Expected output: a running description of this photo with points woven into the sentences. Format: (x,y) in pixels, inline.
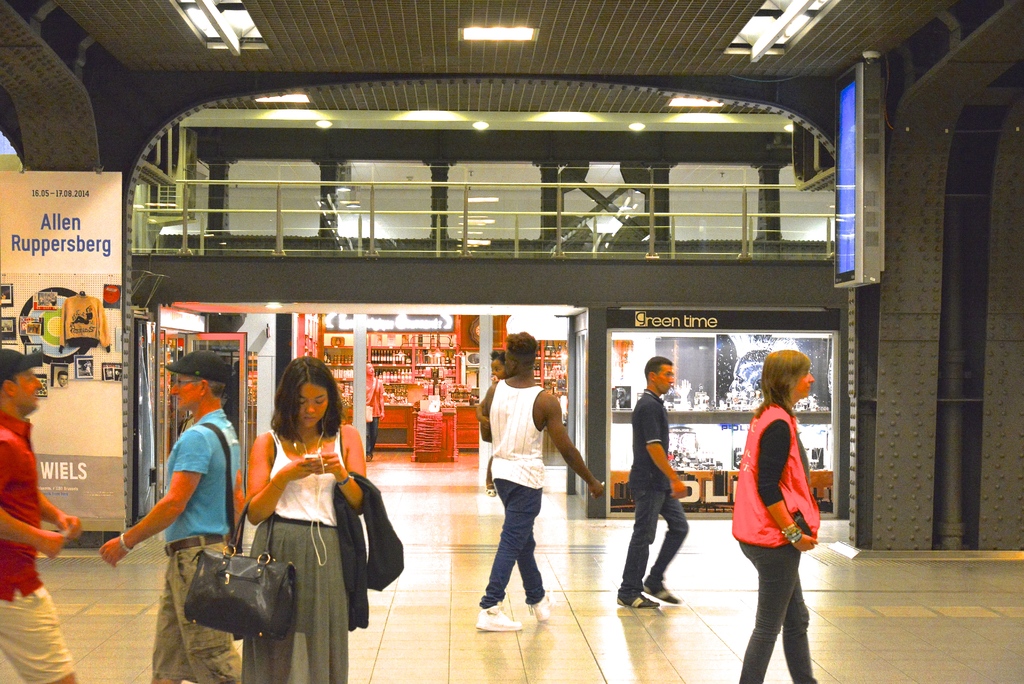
There are so many people (209,380) standing and walking in a mall (971,473).
